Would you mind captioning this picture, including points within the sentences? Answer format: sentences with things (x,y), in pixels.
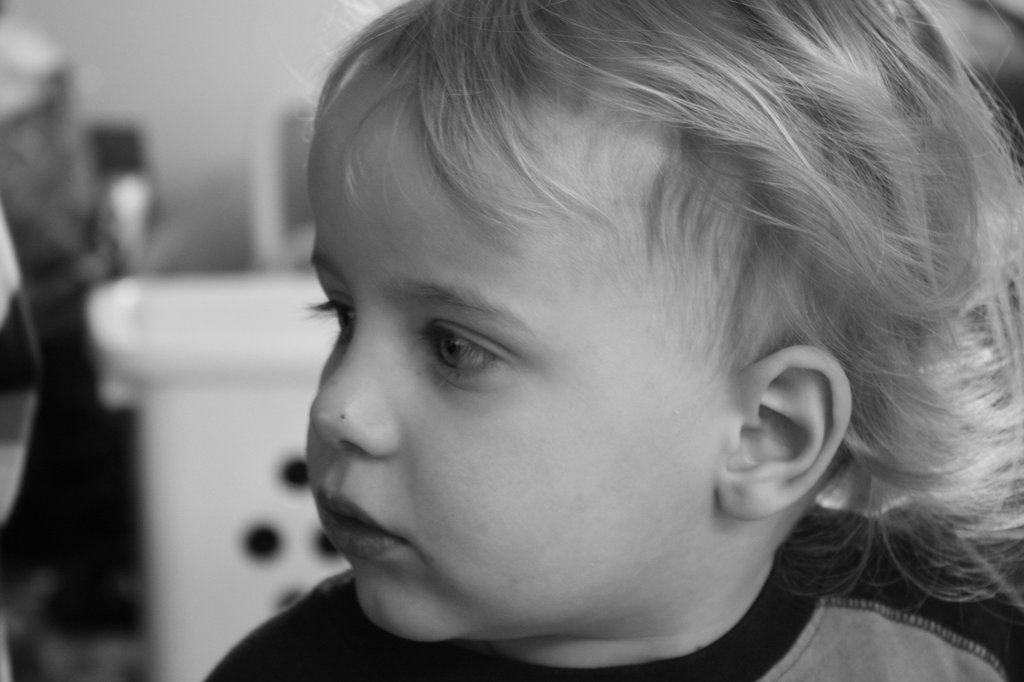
As we can see there is a black and white picture in which there is a kid (644,355) who is looking at left side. At the back of the kid (244,676) there is a white colour basket (219,436) and the background (152,45) is very blurry.
